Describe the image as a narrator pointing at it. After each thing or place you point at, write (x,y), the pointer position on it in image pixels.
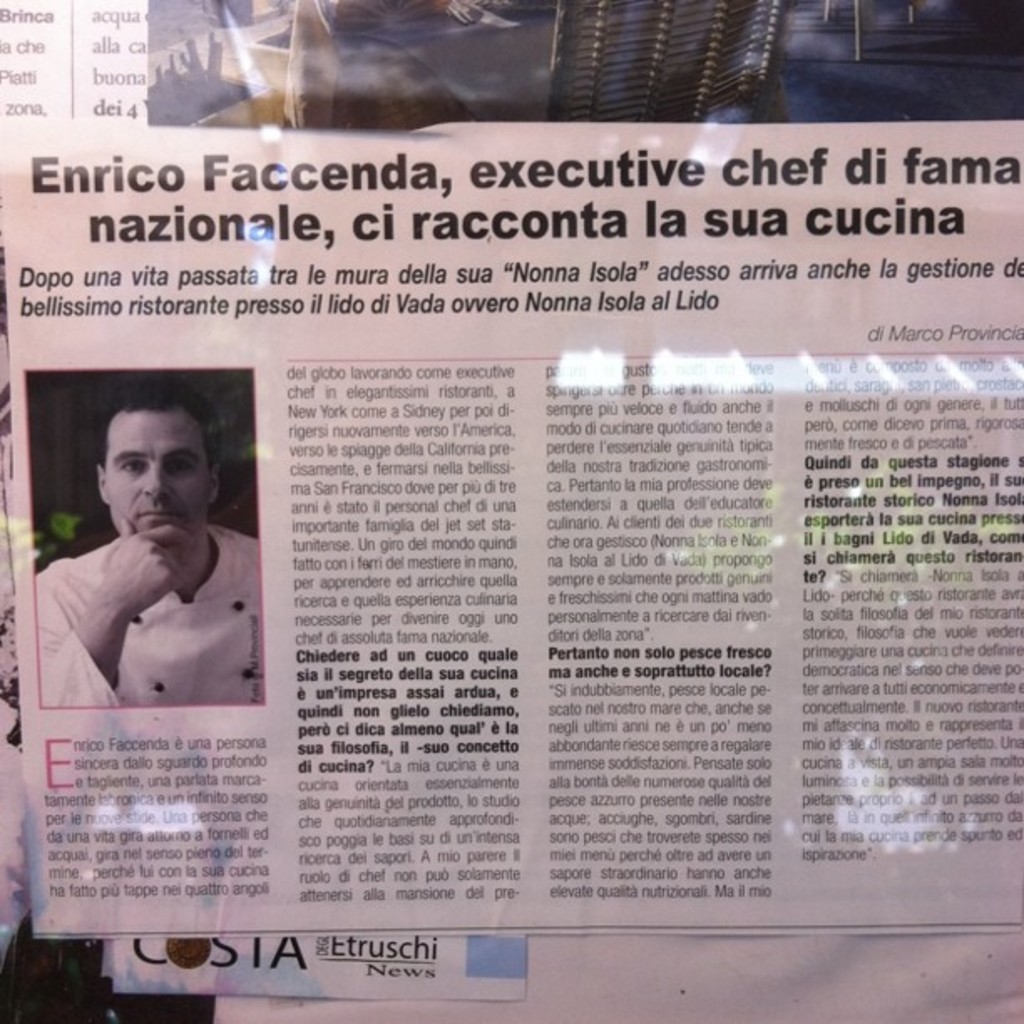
In this image I can see a newspaper picture (858,498) in which I can see a person (231,580) and a text (601,515).
